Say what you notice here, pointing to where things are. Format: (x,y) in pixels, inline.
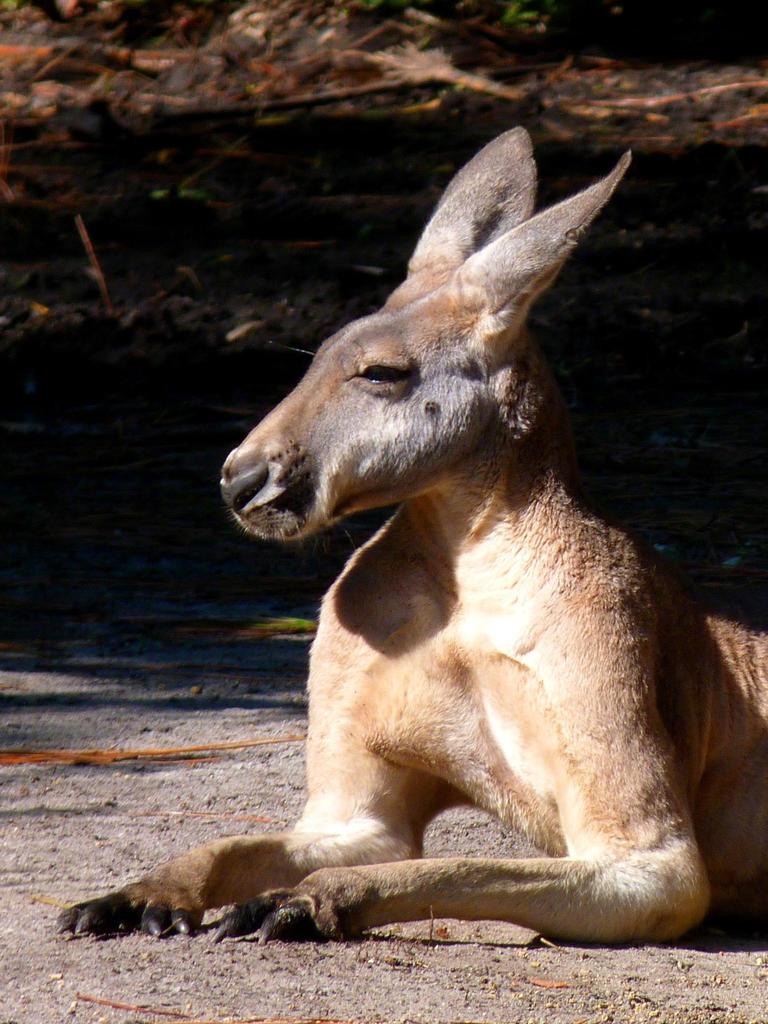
In this image there is an animal (328,742) sitting on the land (126,822).
